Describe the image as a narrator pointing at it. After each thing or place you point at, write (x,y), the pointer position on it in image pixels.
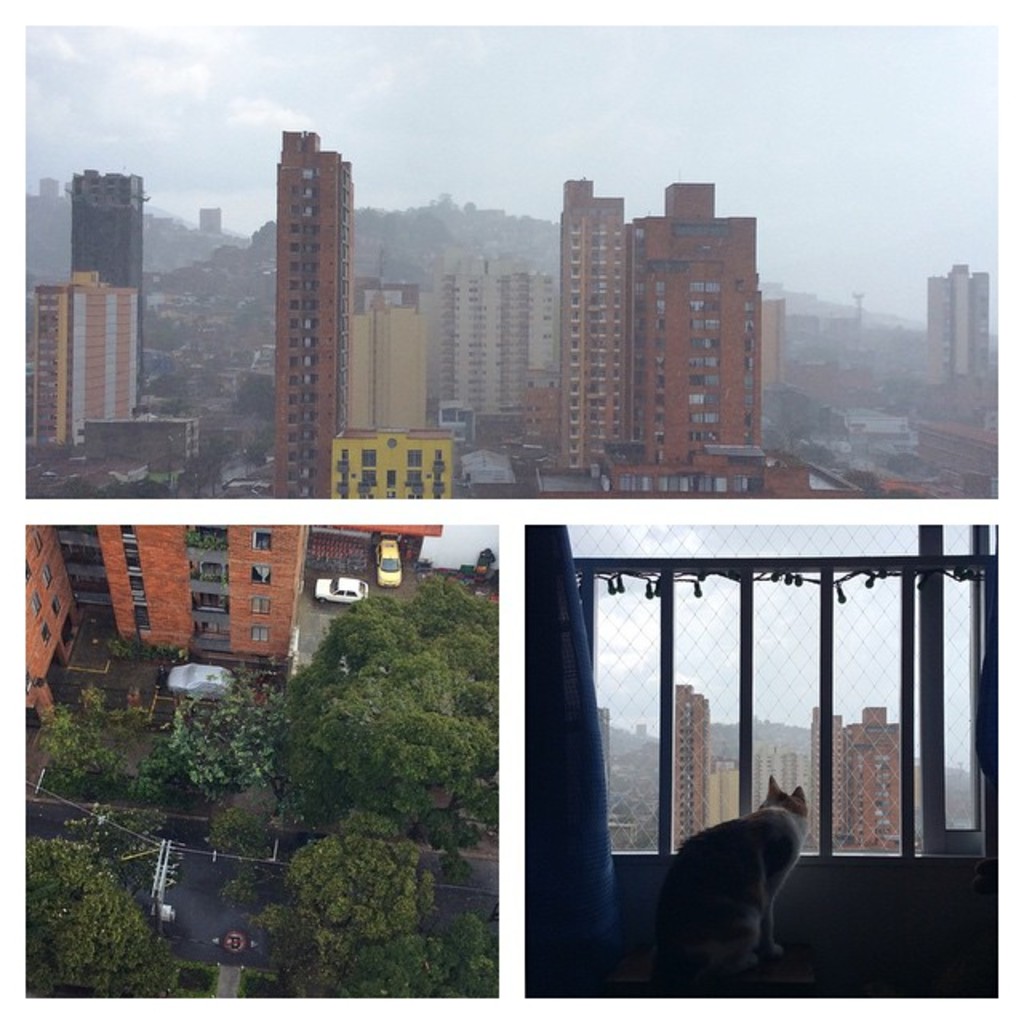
It is a collage of three images. In the image at the top (427,291) we can see that there are so many buildings (312,319). The image on the left side (151,763) bottom consists of trees (219,735) and buildings (177,606). In the image on the right side (714,852) bottom there is a cat (750,868) seeing from the fence (762,689).
